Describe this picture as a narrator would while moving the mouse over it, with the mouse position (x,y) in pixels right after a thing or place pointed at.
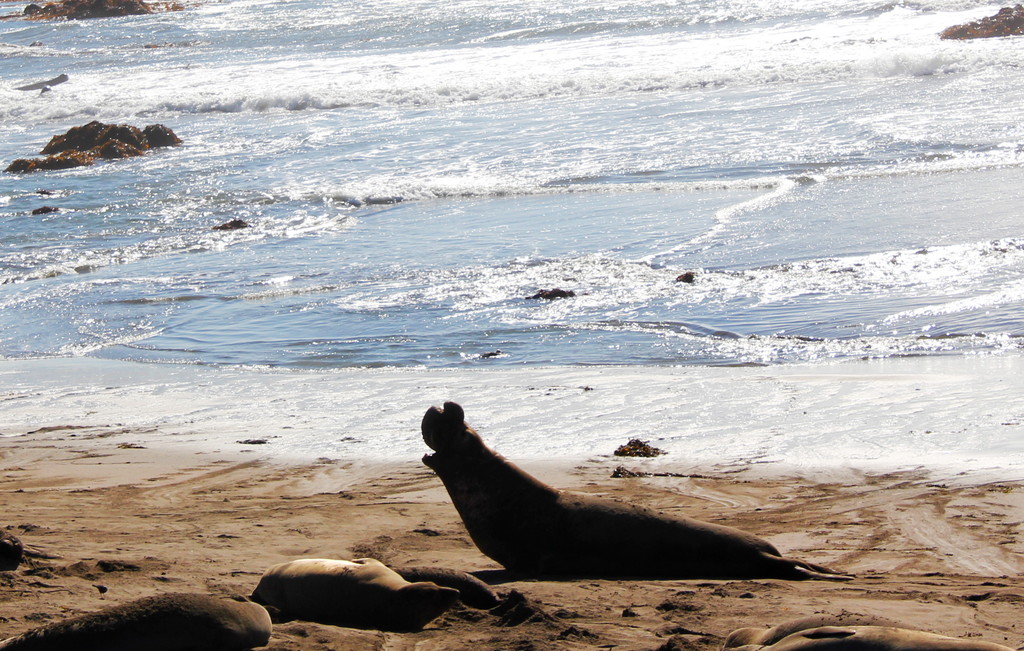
In this image we can see sea lions (457,481) on the sand (550,584). In the back (362,250) there is water (419,90). Also there are rocks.
